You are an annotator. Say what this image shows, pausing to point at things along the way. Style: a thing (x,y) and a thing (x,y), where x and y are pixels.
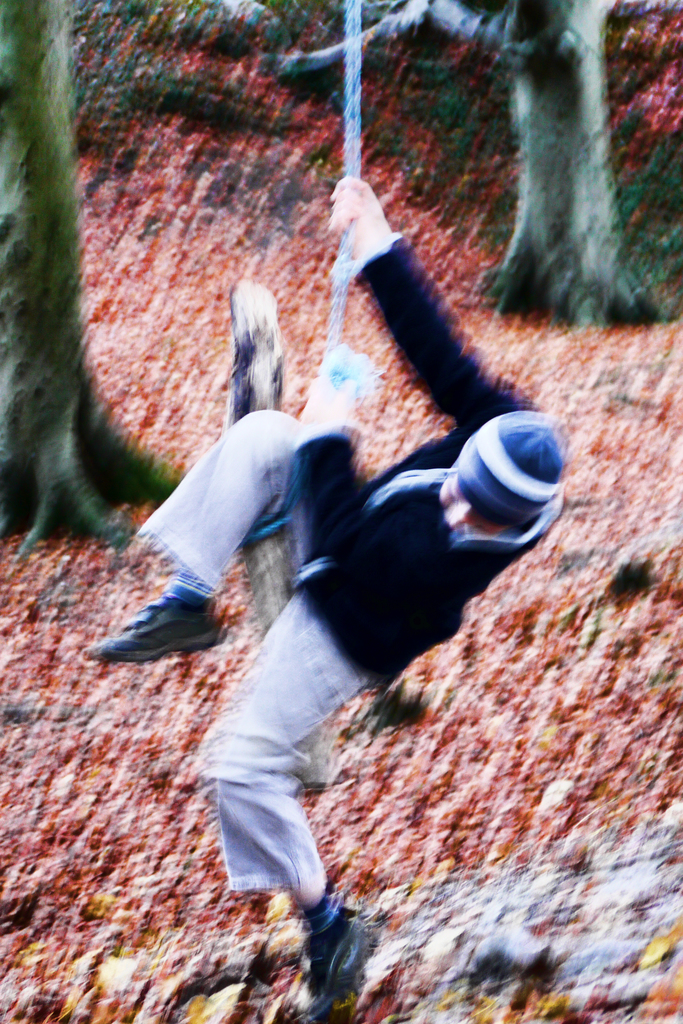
In the image there is a boy (371,546) in sweatshirt (450,461), cap (531,485) swinging to a rope (327,372) and behind there are two trees (569,55) on the land (142,825) covered with dry leaves (513,326).
